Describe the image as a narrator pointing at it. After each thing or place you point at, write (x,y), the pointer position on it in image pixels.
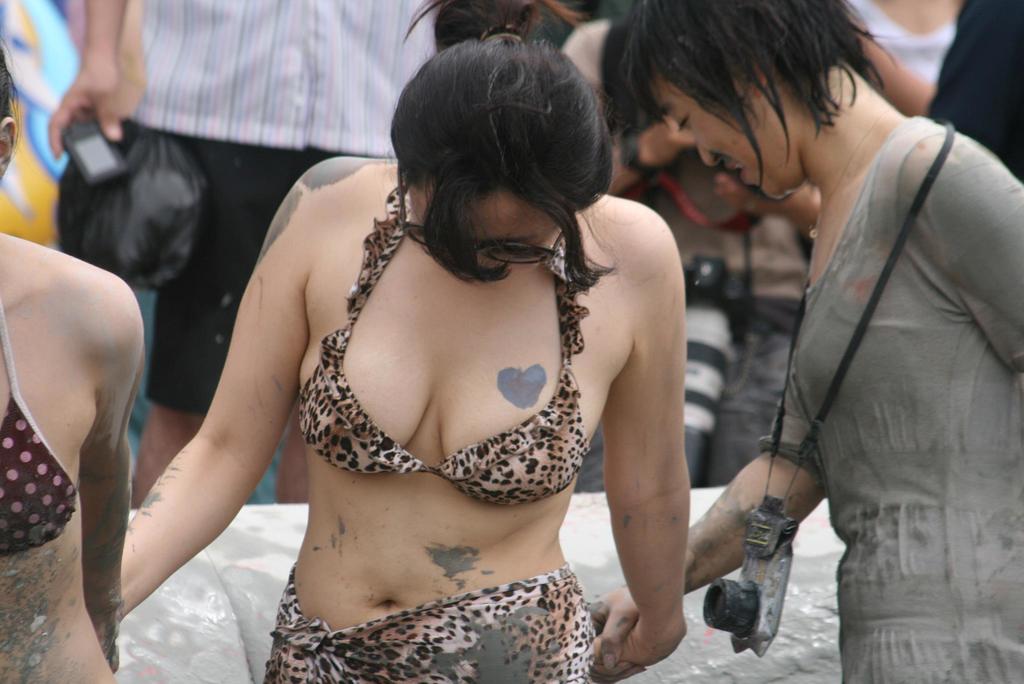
In the foreground of the image (498,192) there are women (437,176). In the background of the image (342,115) there are people (256,76).
